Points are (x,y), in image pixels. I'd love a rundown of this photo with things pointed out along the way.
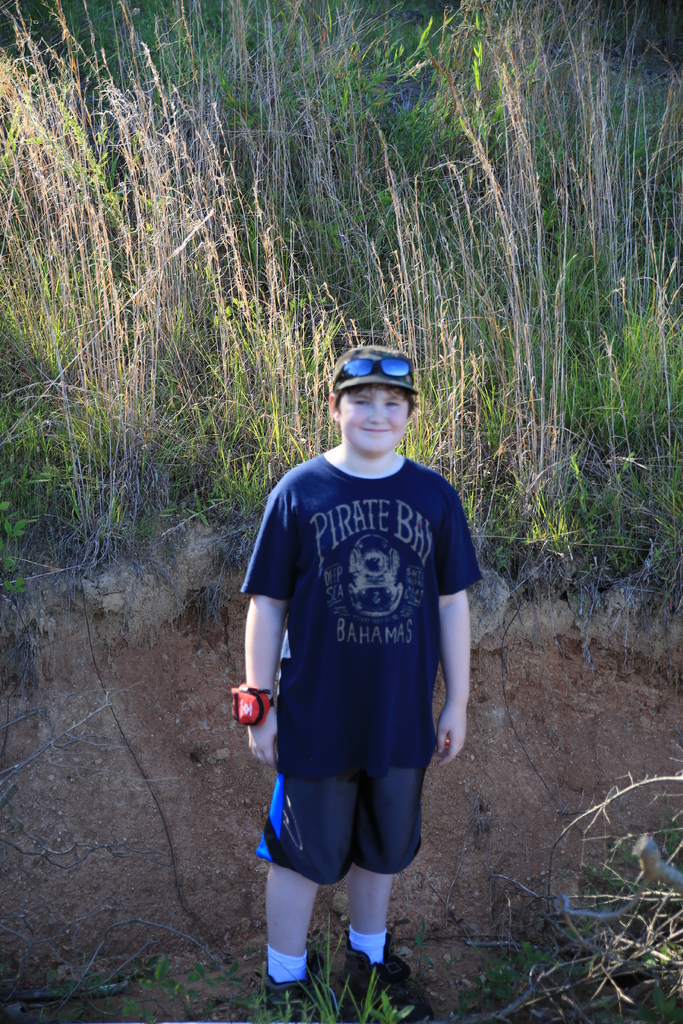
In this image we can see a boy (310,557) standing on the ground (457,935) and he is smiling. In the background (397,310) we can see grass (527,242).
